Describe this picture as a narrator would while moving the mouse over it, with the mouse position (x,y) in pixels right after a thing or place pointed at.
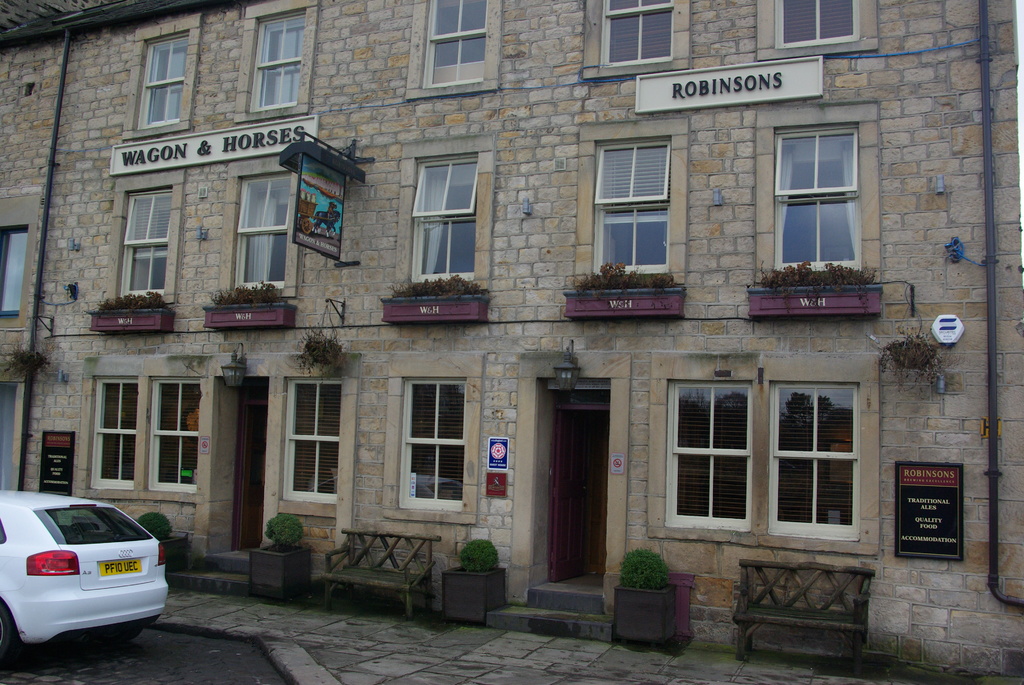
On the background of the picture (427,131) we can see a building (501,312) with windows (308,466) and doors (246,508). In Front of the building (954,630) we can see two benches (780,615) and these are plants (274,537). There is a car (34,541) in white colour near to the building (237,556).
